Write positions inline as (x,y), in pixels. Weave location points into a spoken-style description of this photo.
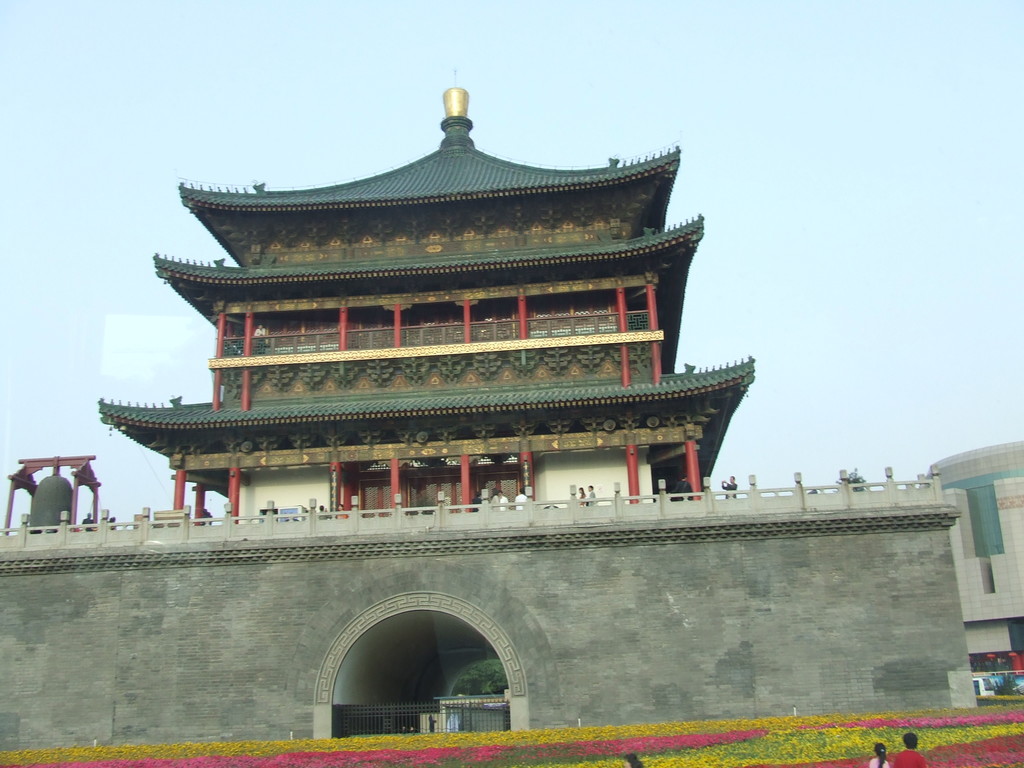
This picture shows buildings (650,617) and we see plants (676,724) with flowers (396,740) and few people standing and a cloudy sky (34,132) and we see a tree (1002,684).
